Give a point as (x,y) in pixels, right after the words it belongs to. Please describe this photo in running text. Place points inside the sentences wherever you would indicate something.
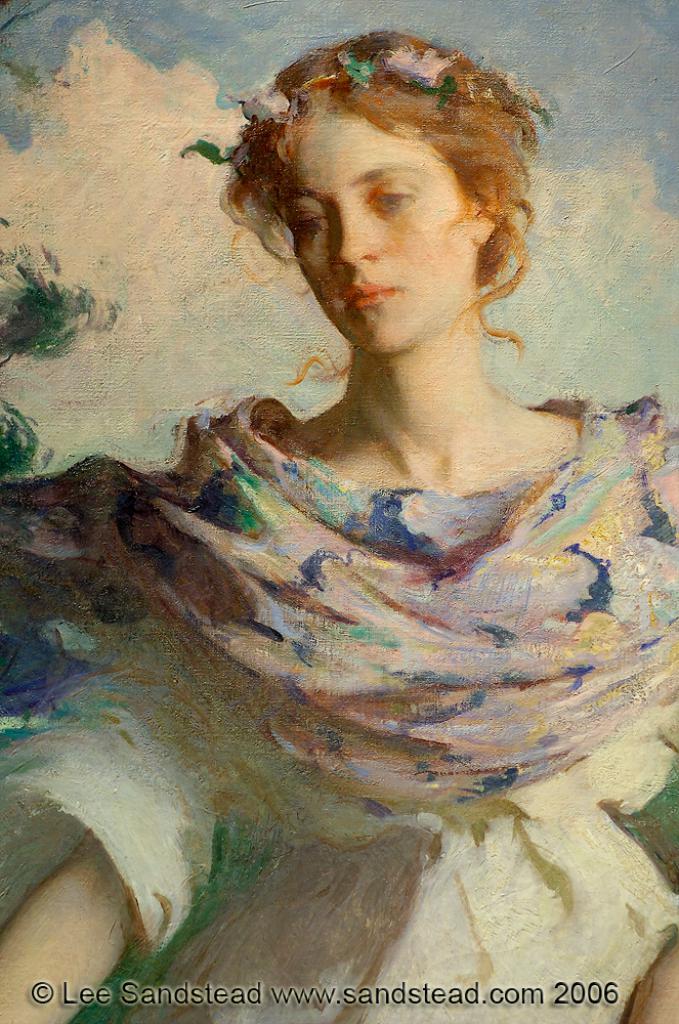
In this picture we can see a painting (322,469).
